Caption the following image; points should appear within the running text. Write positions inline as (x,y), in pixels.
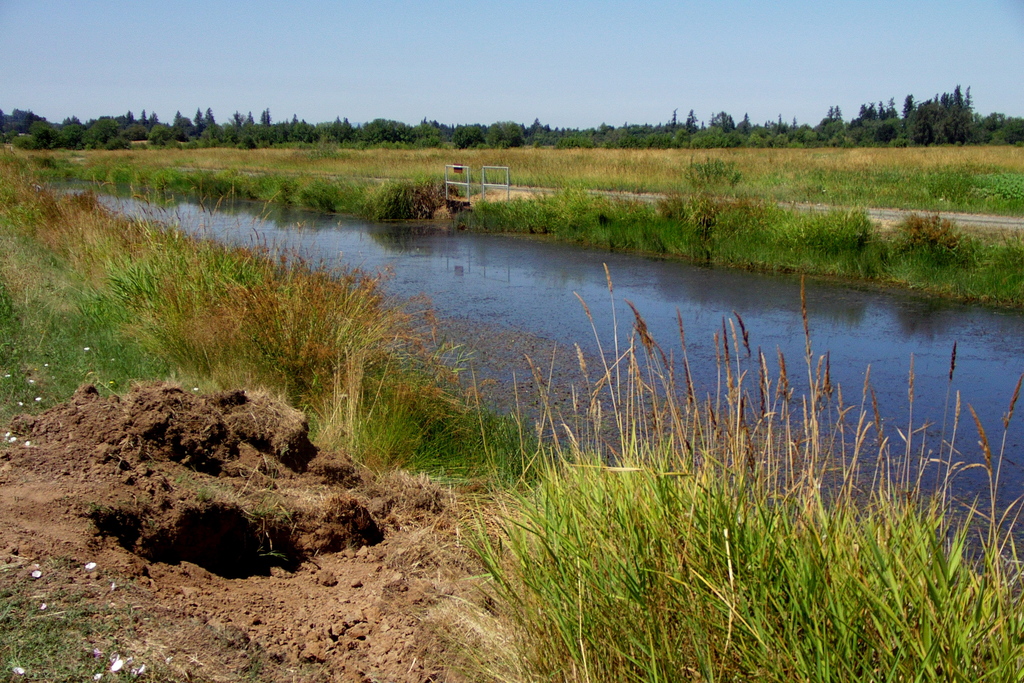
Here we can see water (314,255) and to either side of the water (220,216) there is a grass (198,239) on the ground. In the background (98,124) we can see path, poles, trees (101,140) and the sky (89,34).
